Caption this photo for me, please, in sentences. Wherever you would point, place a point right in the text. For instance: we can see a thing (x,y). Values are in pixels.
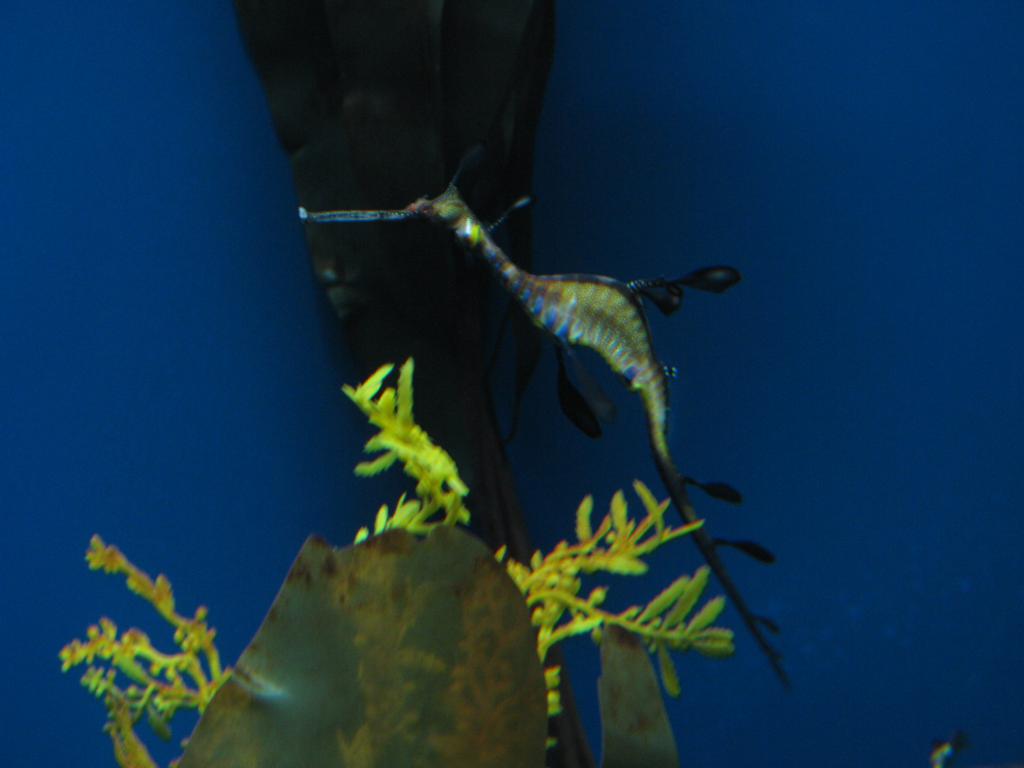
In this picture we can see a sea animal (609,334), plant (527,570) and a few objects (237,677) on a blue background (232,415).
